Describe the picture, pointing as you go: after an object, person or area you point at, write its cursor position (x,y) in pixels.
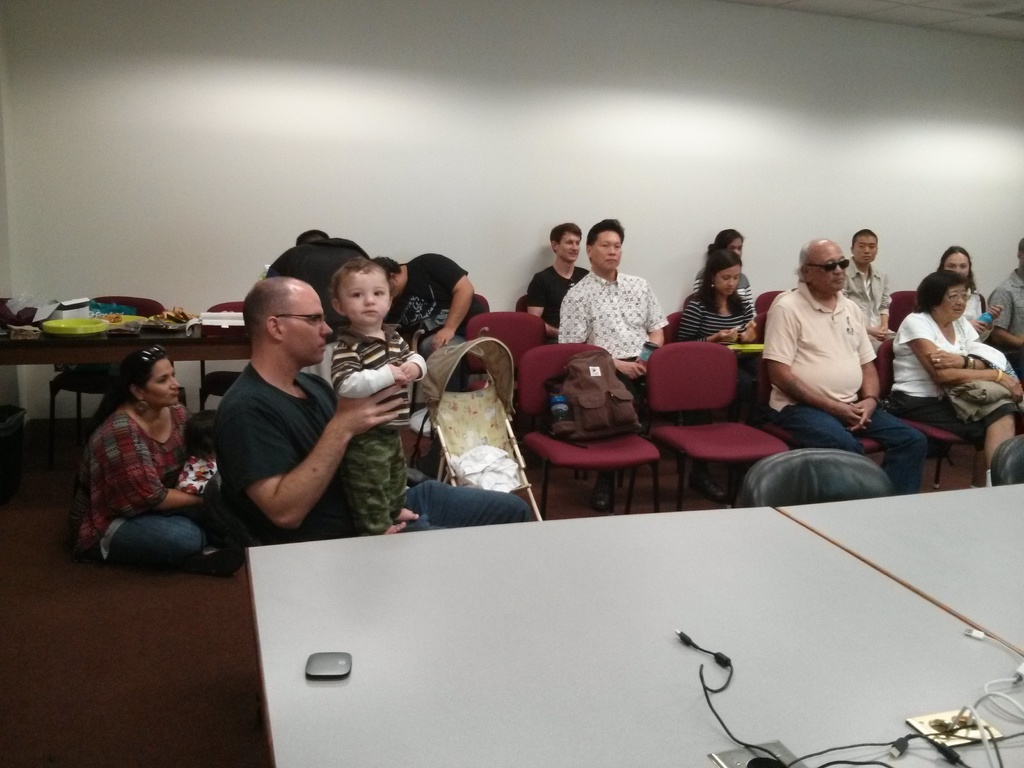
In this image there are group of people (932,356) sitting on a chair (692,378). Woman (127,448) at the left side (128,466) is sitting on the floor (133,640) holding a child (187,488) in her hand (195,501). In the center (362,390) man (298,433) is holding a boy (362,390) who is standing on his lap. In the front (405,565) there is a table (857,570) on the table (780,611) there are some wires (904,738). In the background (610,243) there are people (710,275) sitting on the chairs (533,329).
